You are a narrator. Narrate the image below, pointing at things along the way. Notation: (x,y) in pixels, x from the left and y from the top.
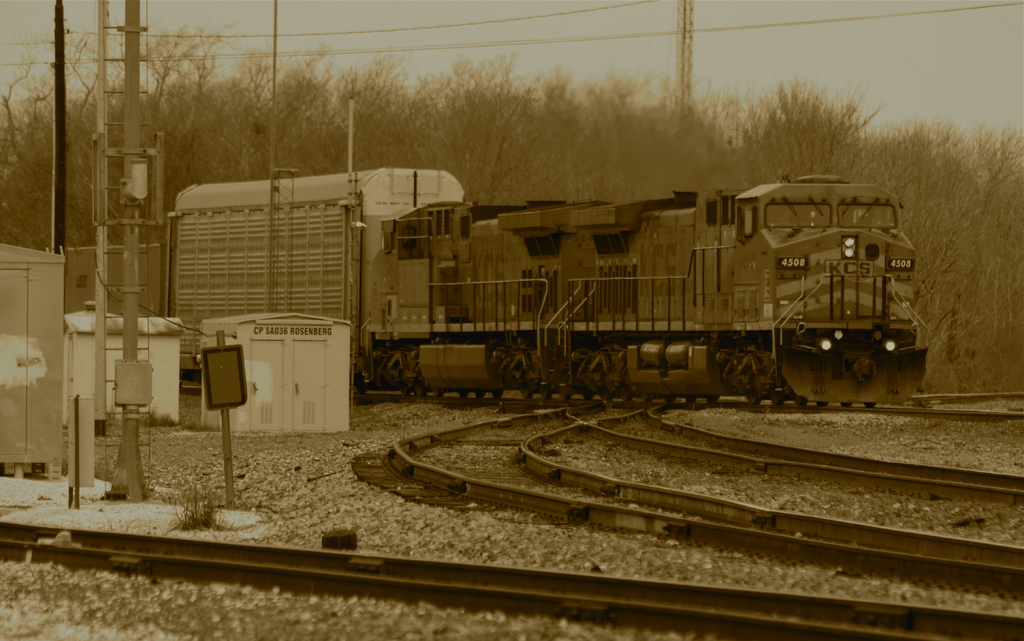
In this image, we can see trees (190,76), poles (140,59) along with wires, tracks (453,438) and there is a train (417,253) and we can see power supply boxes (6,333) and a stand (226,375). At the top (909,61), there is sky (849,64).
